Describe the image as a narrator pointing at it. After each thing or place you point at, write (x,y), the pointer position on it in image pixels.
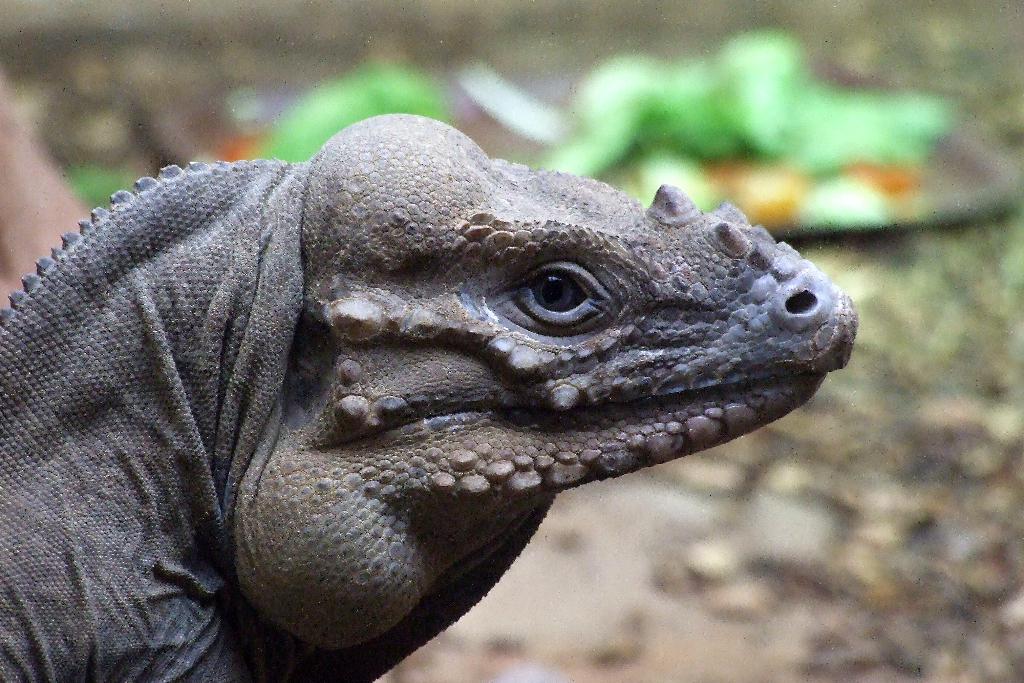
In this image we can see an animal (582,334). The background (796,449) is blurry.
